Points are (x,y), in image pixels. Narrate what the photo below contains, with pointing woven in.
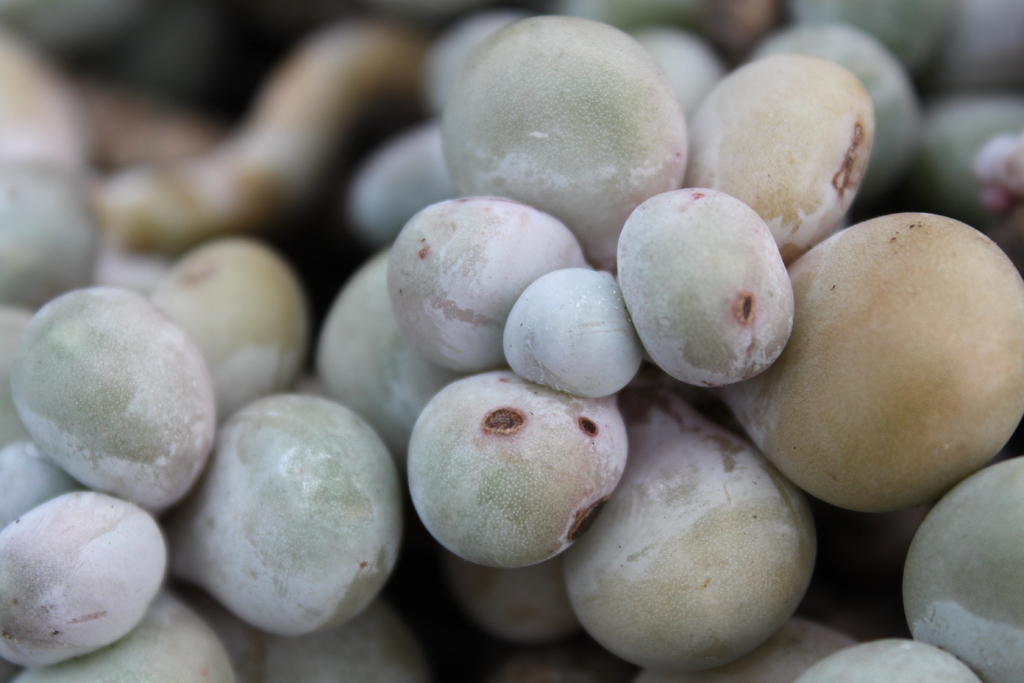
In this image I can see succulent leaves (504,543), they are in cream, white and light green color and I can see blurred background (365,12).
